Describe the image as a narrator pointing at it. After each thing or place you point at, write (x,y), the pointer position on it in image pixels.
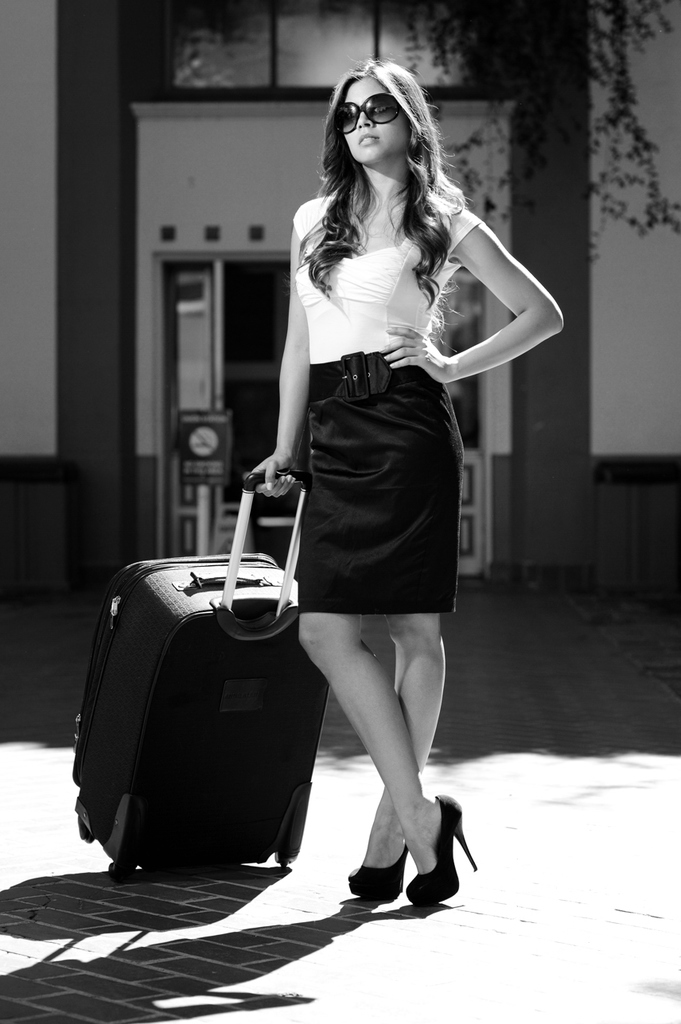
In the image in the center (346,464) we can see one woman (364,448) holding trolley (260,626). She is wearing glasses (377,103). Coming to the background (314,72) we can see the building (232,118).
